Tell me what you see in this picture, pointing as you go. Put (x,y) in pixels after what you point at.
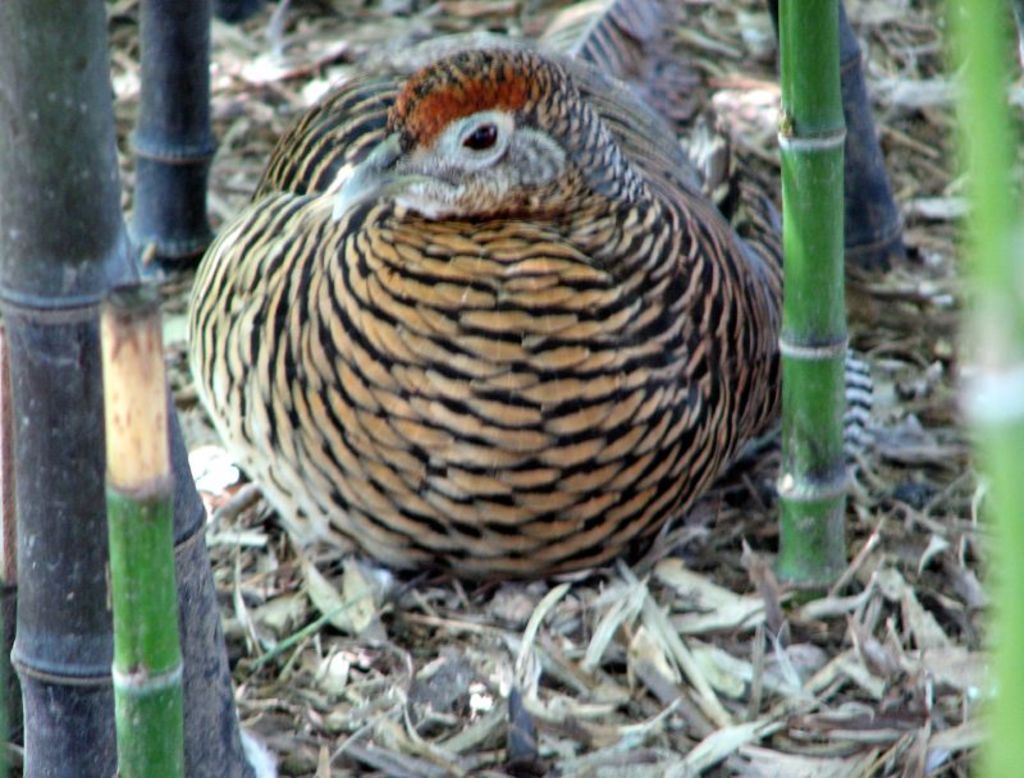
In the center of the image (495,352) we can see a bird (432,327). At the bottom (331,698) there are shredded leaves (629,670) and there are bamboo sticks (94,33).
